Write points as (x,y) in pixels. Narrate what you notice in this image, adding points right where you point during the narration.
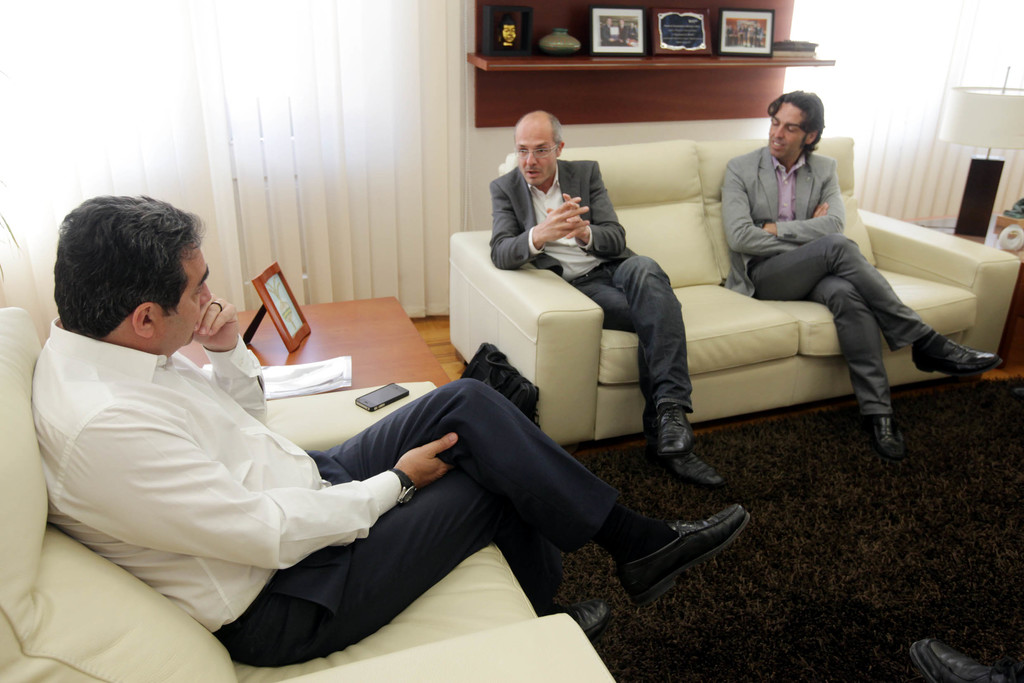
In this image I can see three men (553,236) are sitting on sofas (343,416). In the background (364,378) I can see table (335,323) which has some objects (301,312) on it. On the right side (978,222) I can see a light lamp (967,198). Here I can see a mobile (381,406).
